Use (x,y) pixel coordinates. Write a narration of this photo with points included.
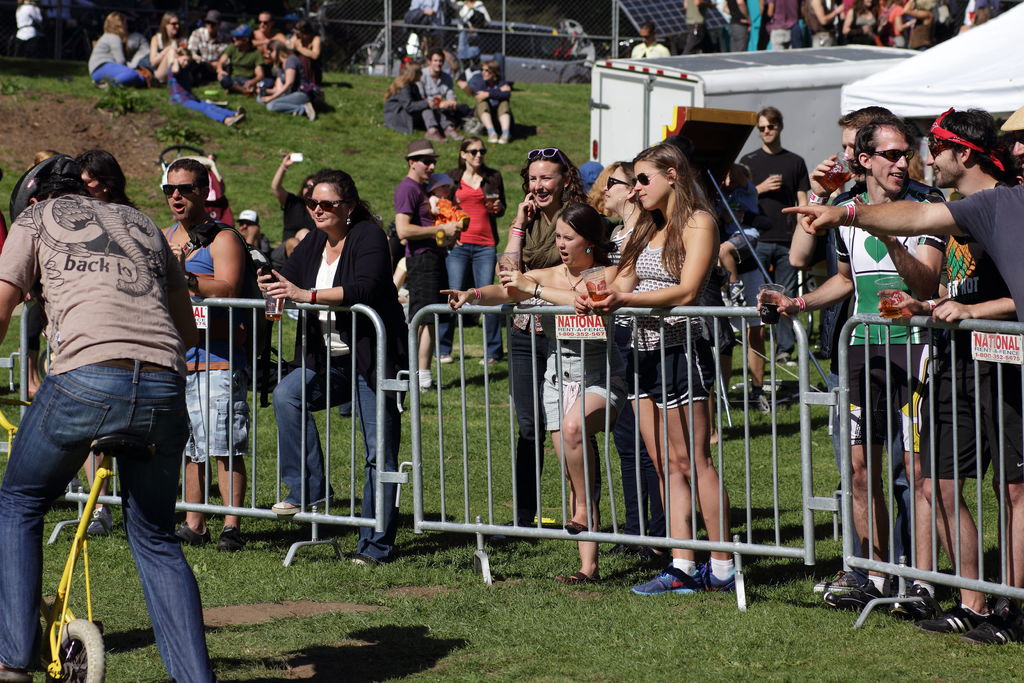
A man (55,220) is riding a small bicycle (98,477). There are some people (312,421) beside watching him.
